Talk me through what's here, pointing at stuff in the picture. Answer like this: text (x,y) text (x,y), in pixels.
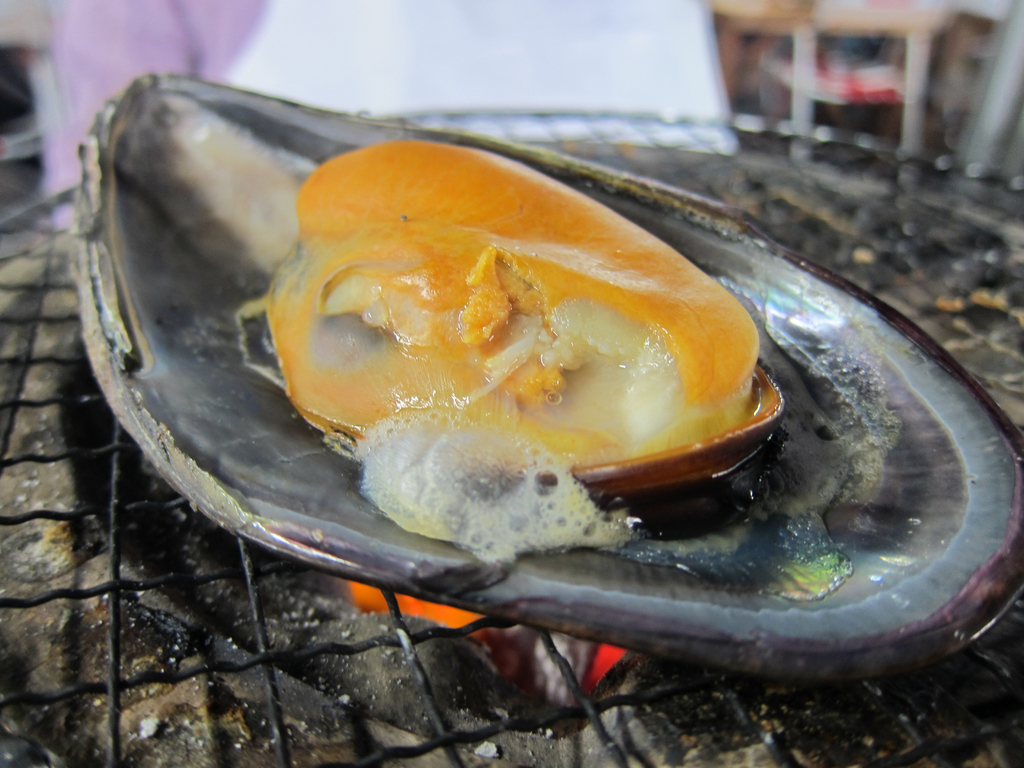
It is a zoom in picture of food item (549,416) placed on the top of the grill (421,633) and it is in cooking stage. In the background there is some person (574,40).
